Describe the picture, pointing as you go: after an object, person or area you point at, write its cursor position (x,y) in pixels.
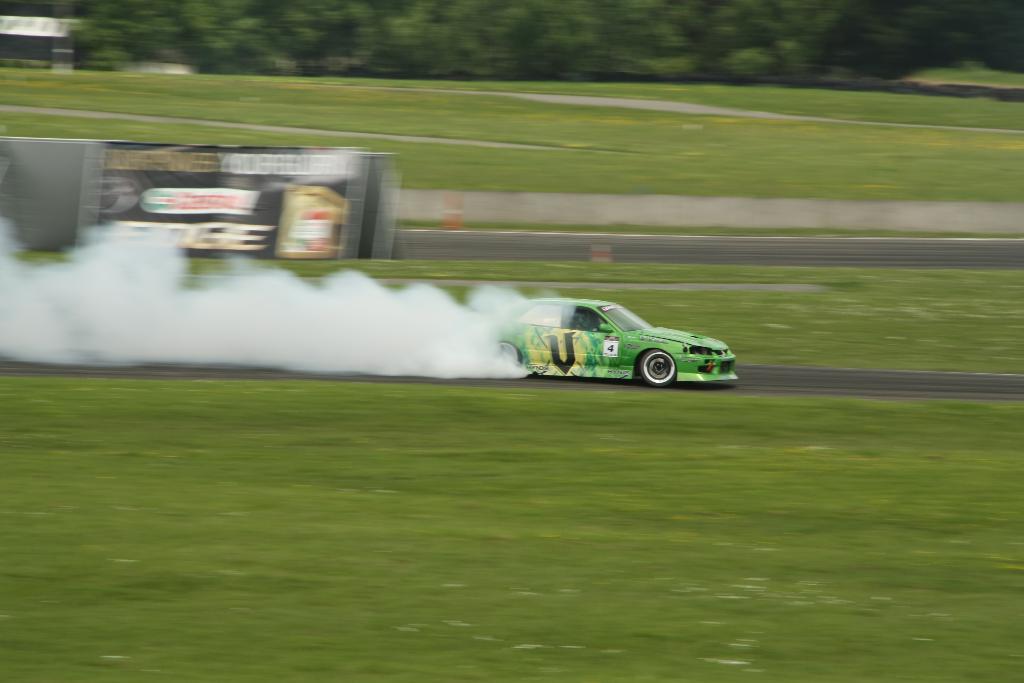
In the picture I can see the sports car (527,331) on the road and I can see the smoke (326,359). I can see the grass (488,429) and hoarding (299,184). In the background (318,259), I can see the trees (306,63) and green grass (547,90).
